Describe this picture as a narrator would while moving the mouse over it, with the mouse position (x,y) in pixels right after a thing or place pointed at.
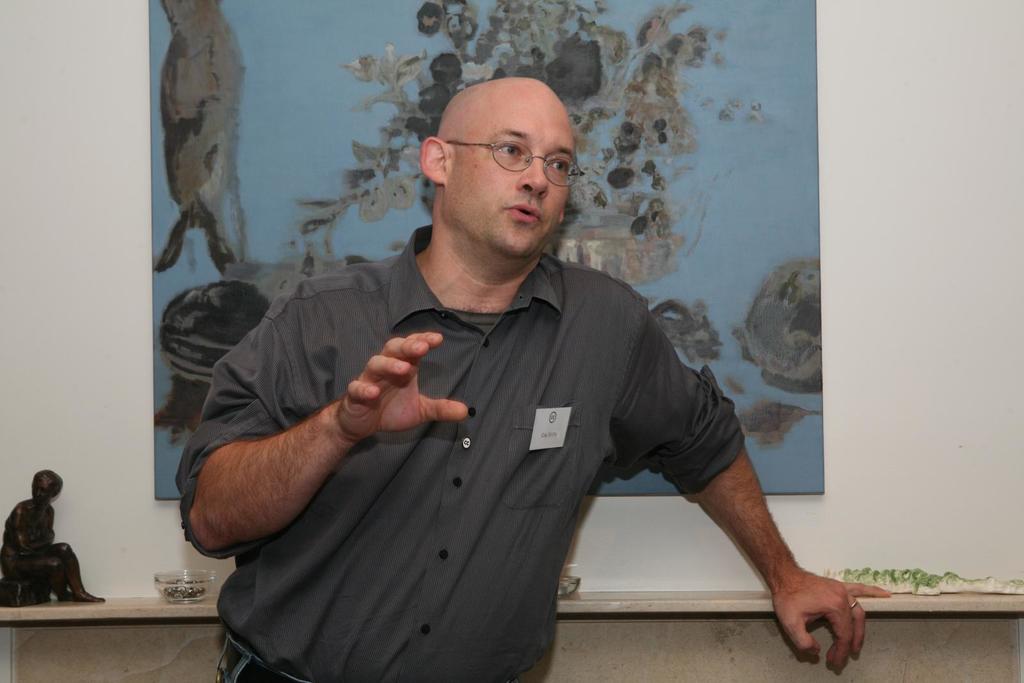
In this image in the front (466,426) there is a person (445,464) standing and speaking. In the background (716,269) there is a frame (715,242) on the wall (690,537) and in front of the wall (706,530) there are objects (40,540) which are black and white in colour and there are bowls (190,589).
